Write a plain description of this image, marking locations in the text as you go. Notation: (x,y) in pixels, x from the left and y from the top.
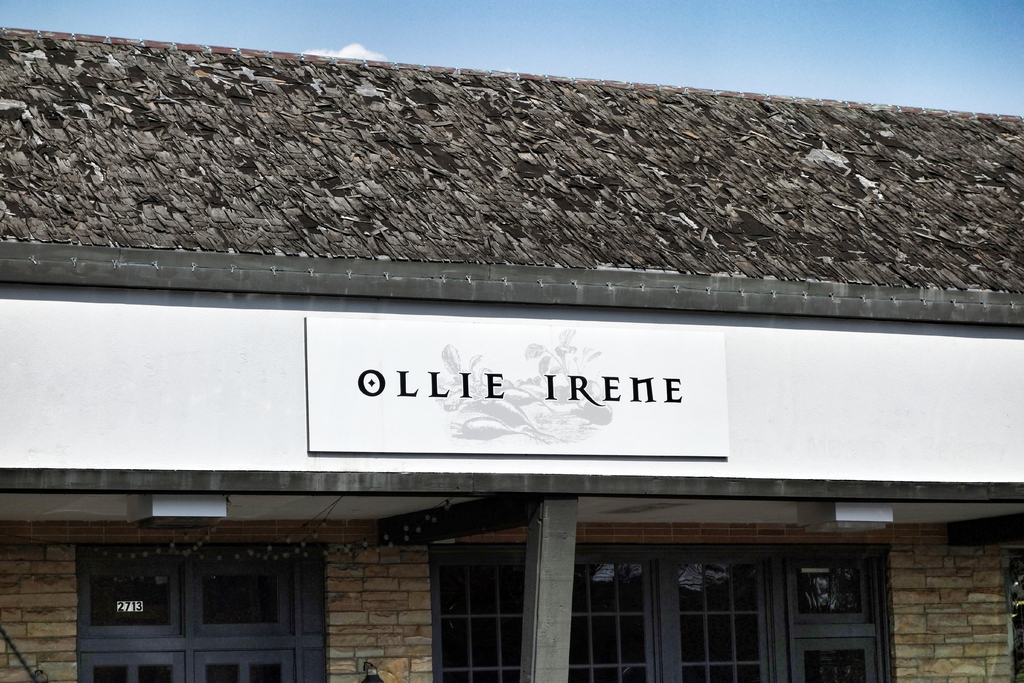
In the image we can see there is a building (422,585) and there are windows (616,567) on the building (798,464). There is a banner (598,407) on the building (883,340).
